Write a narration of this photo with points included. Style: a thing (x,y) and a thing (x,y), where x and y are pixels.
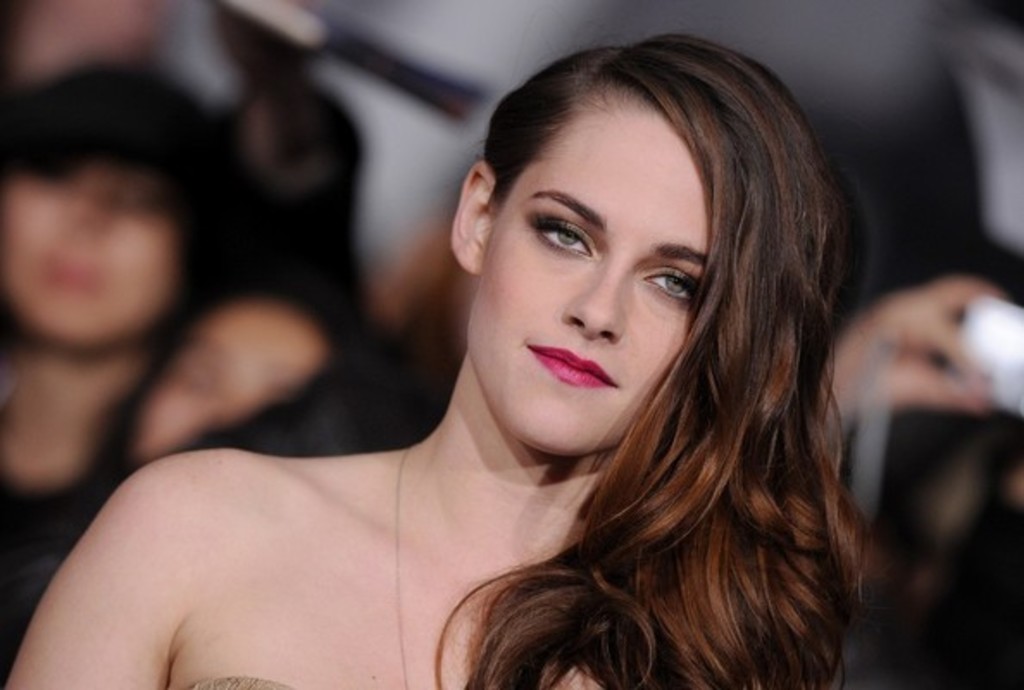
In this image I can see a woman (63,671). In the background (64,195) I can see few more people (227,271) and I can see this image is little bit blurry from background (904,670).
